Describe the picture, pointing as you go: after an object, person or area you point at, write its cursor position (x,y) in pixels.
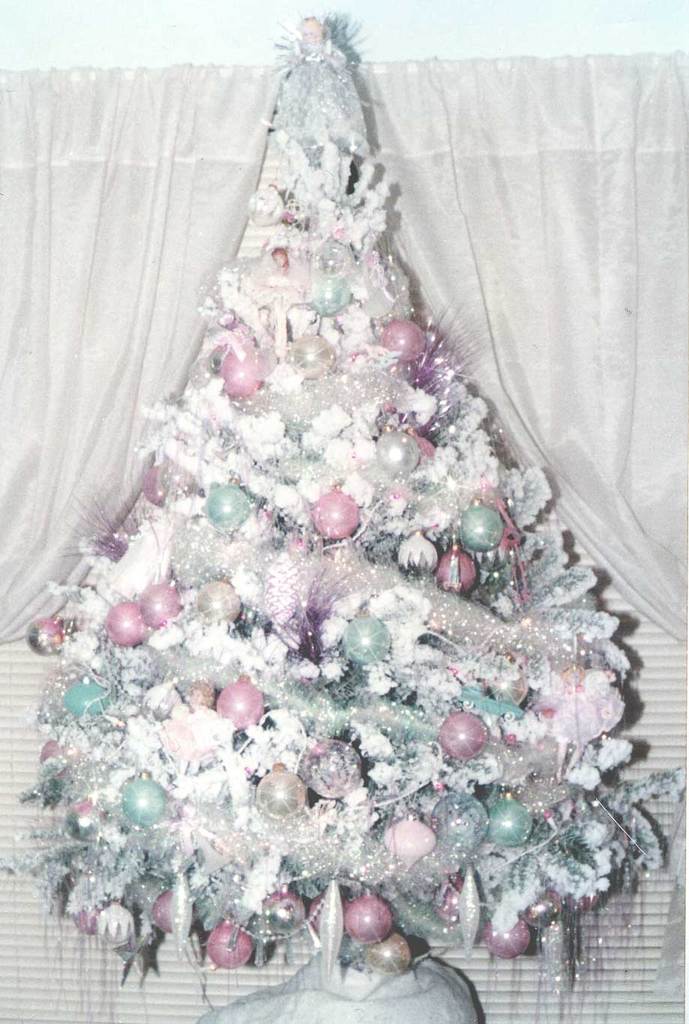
We can see Christmas tree (303,731) with decorative items (402,851), curtains (530,335) and wall (564,53).
